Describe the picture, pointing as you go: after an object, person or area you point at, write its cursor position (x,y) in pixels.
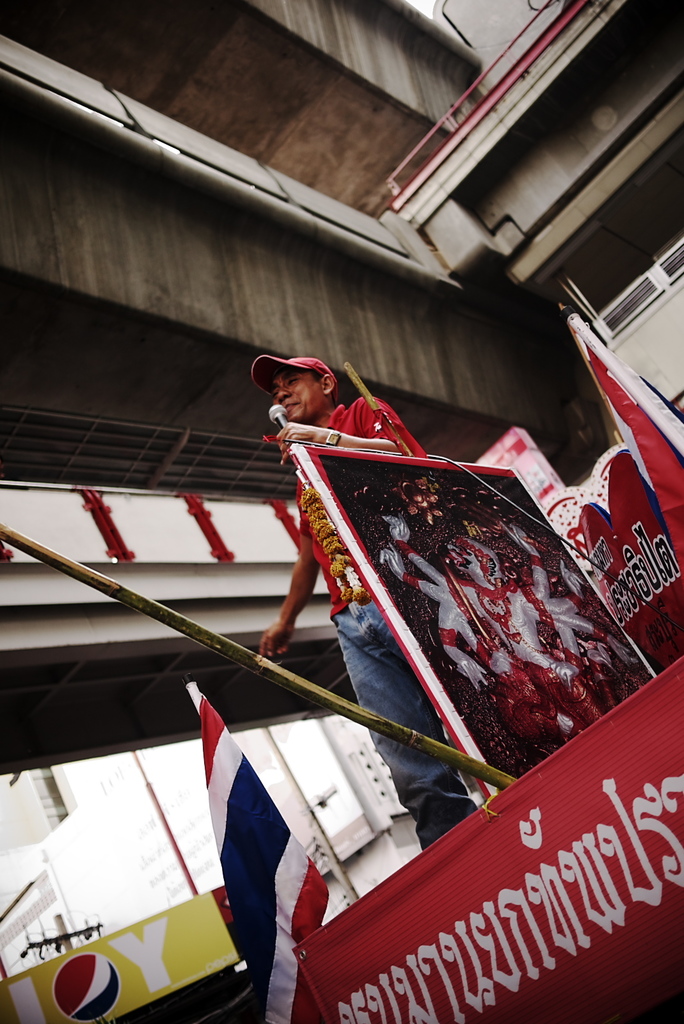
In this image we can see a person (329,412) standing and holding a microphone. And we can see the posters (430,575) and flags (208,722). And we can see the bridge (223,323) and buildings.
